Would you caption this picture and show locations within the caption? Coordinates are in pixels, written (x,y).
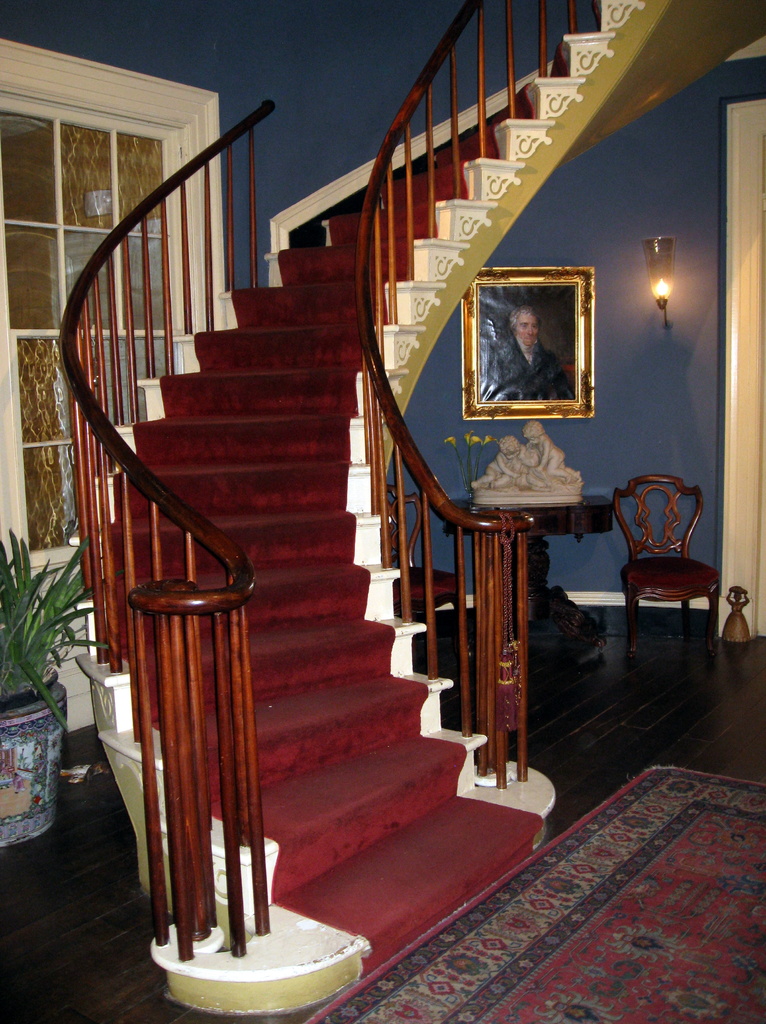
there are stairs (331,789) in the center of a room (479,954) which are red and cream in color. to its left there is a plant (39,622) and a window (59,419). to its right there is a photo frame (556,350) on a blue wall (662,420) and a chair (660,584). and a table (568,507) on which there is a statue (536,478). in front of the stairs (271,316) there is a carpet (640,978).
